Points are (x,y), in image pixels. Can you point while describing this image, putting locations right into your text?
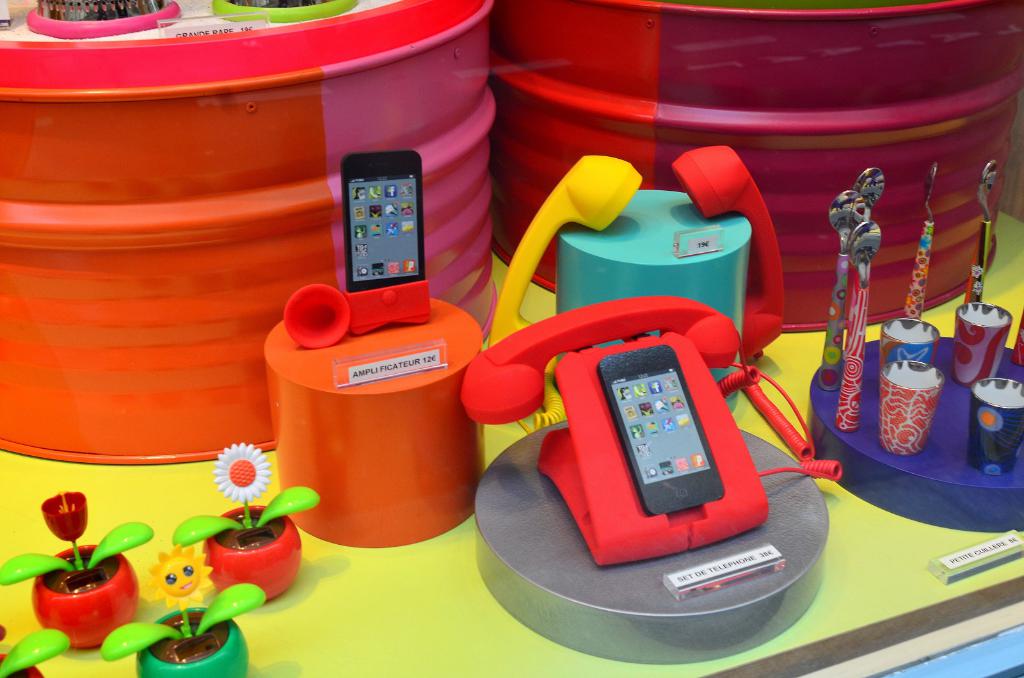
In this picture we can see drums (196,272), toys (677,519) like mobiles (661,384), telephones (588,184), spoons (924,236), glasses (910,330), flower pots (197,655) and these all are placed on a green platform (129,520).
